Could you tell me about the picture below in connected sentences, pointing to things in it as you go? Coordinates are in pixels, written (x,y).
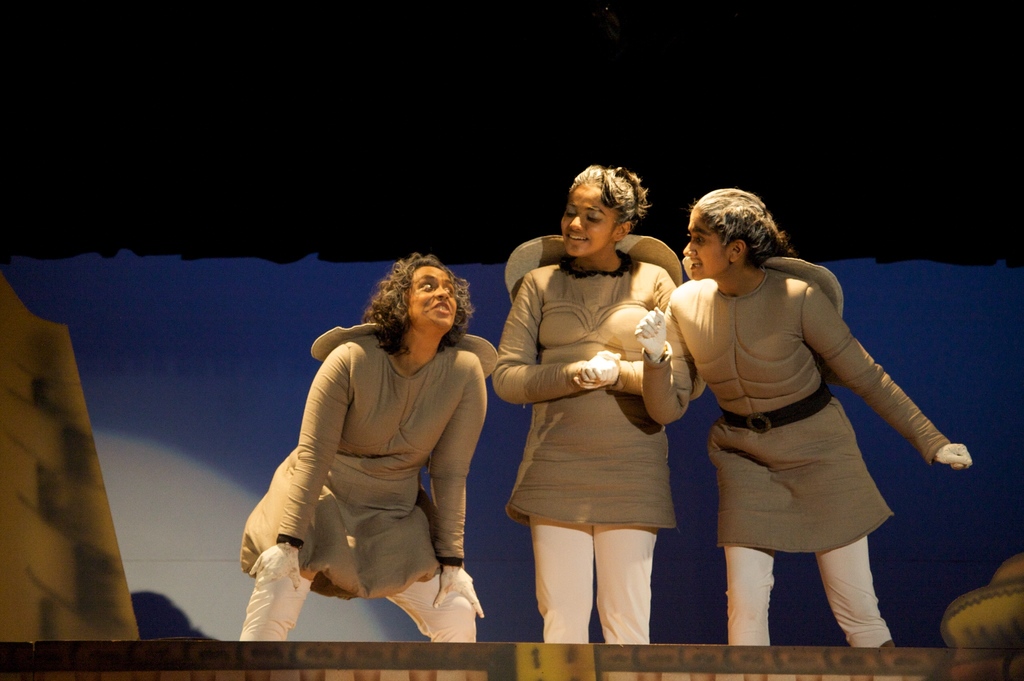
In this image, I can see three women (552,392) with fancy dresses (752,378) are standing. At the bottom left (71,547) and right side of the image (962,609), I can see the objects (53,567). In the background (275,407), It is a board (203,277).
